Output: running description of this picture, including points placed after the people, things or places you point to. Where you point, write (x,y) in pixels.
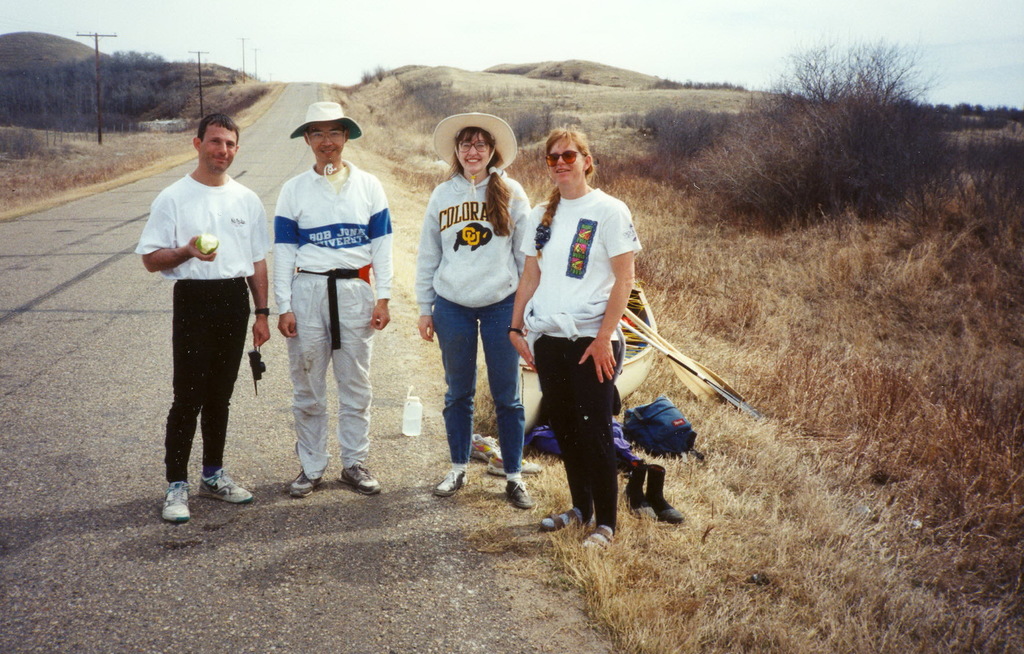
In this image I can see four people (435,255) standing on the road (245,526). These people (210,489) are wearing the white, black and blue color dresses (318,318). I can see two people (316,139) with the caps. I can see the boat (637,322), bag (637,438) and some objects (625,441) on the grass (762,429). In the background (644,153) I can see the plants (70,94), poles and the sky (599,20).
